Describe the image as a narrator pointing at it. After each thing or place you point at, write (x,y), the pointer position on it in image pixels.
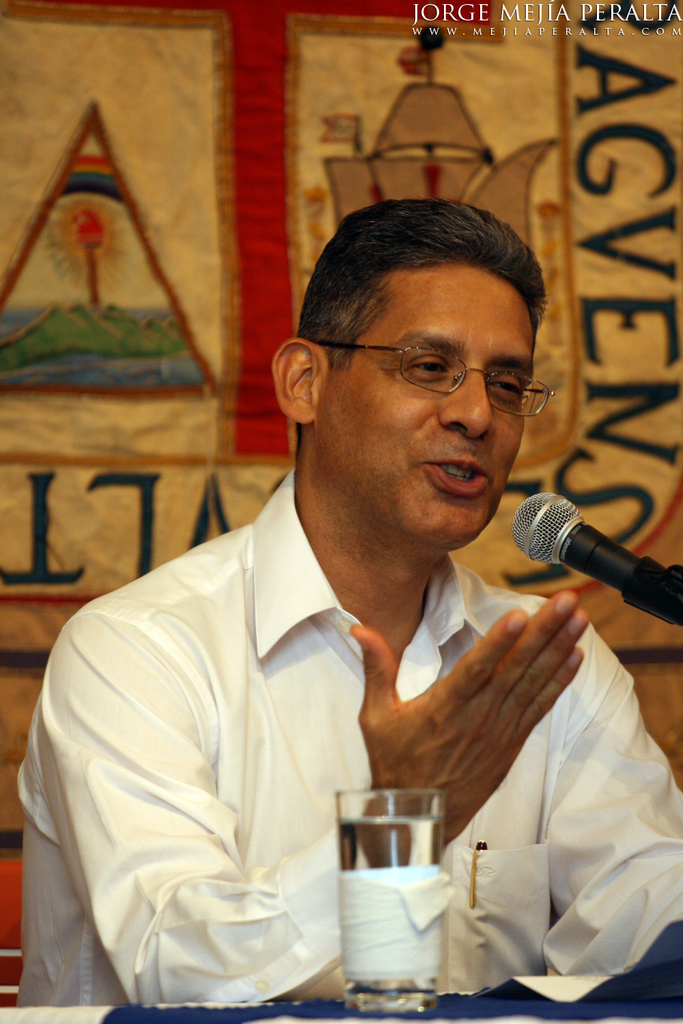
In this image we can see there is a person (307,503) talking. There is a microphone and a glass (425,920). In the background (187,217) we can see a banner (535,40).
